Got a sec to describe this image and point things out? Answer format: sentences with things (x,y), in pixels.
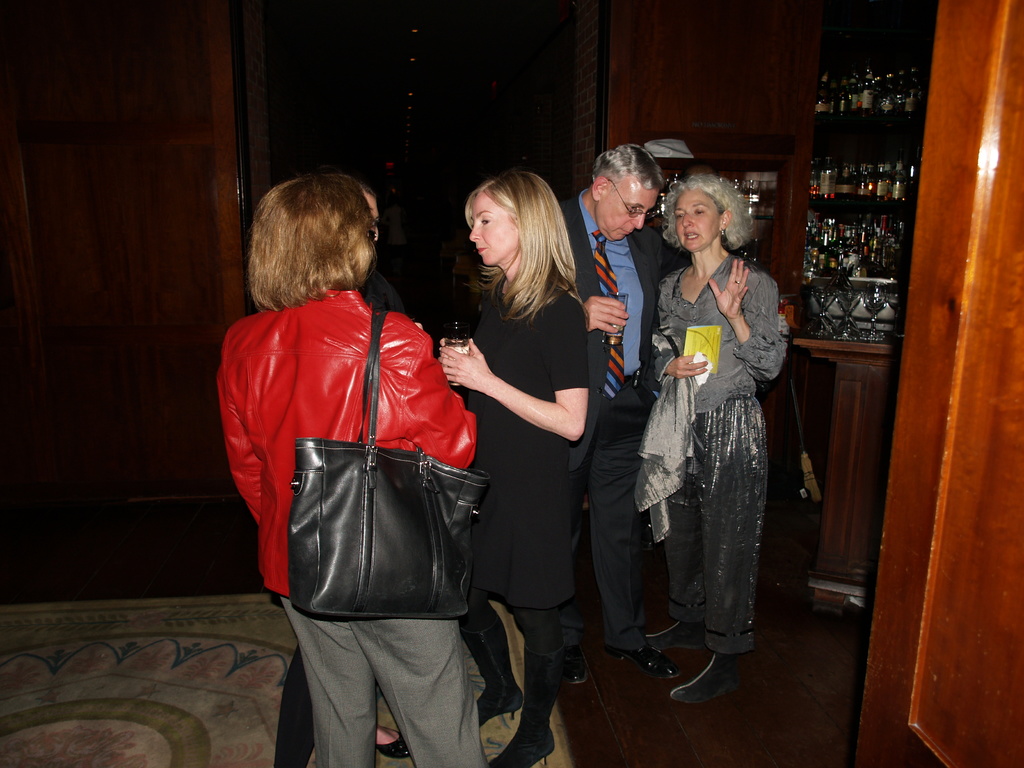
There are few people (488,297) standing and talking. This is the black color handbag (380,496) holded by the women (381,441). these are the bottles (851,190) which are kept inside the rack (867,199). I think these are the wine glasses (853,324). This looks like a door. This is the carpet (154,718) on the floor (194,675).
